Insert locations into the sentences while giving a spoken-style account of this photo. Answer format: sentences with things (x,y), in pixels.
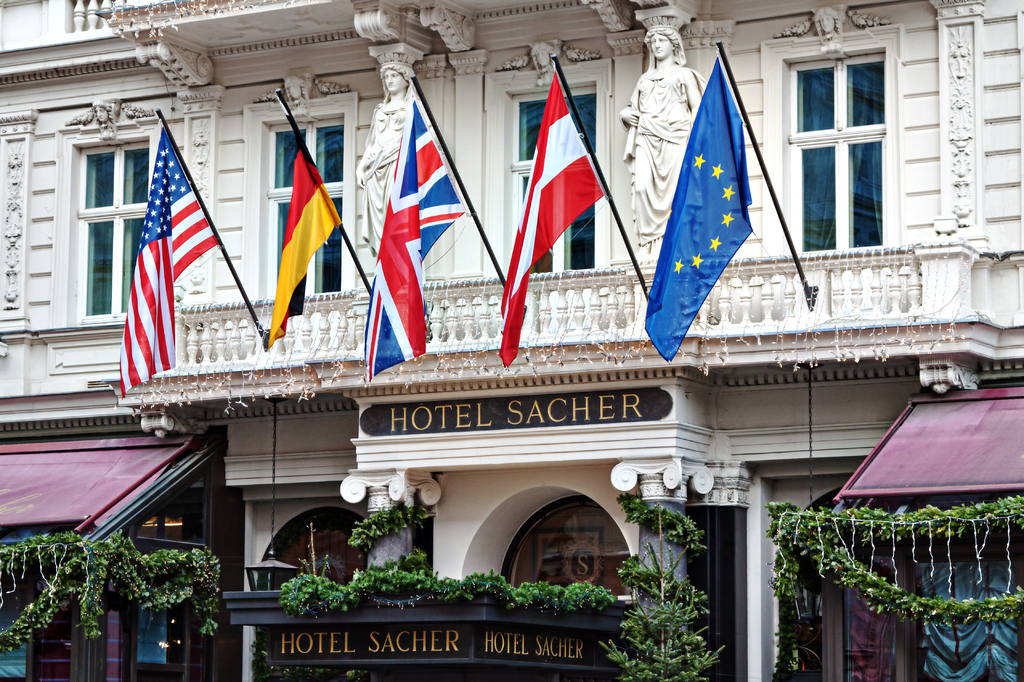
In the center of the image (376,333) we can see flags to the building (465,95). At the bottom of the image (11,491) we can see plants (543,590), tents (948,486) and name board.
